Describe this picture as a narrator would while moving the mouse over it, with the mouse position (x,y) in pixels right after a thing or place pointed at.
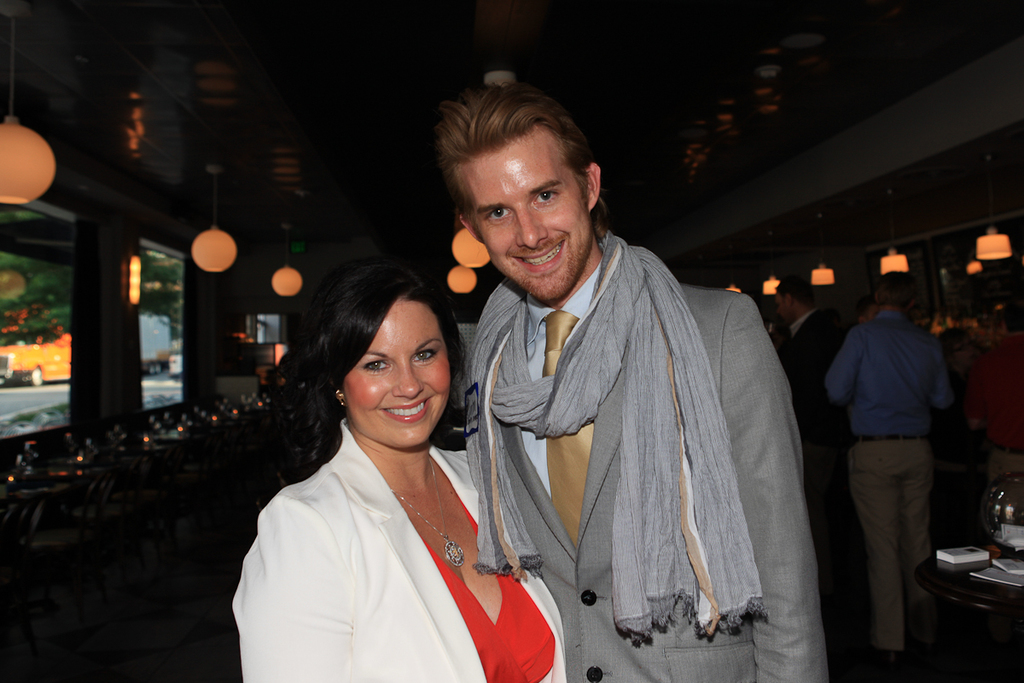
In this image I can see man (497,423) and a woman (390,377) are standing together and smiling. In the background (882,402) I can see lights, people (807,314), ceiling (646,176) and other objects (63,242).
